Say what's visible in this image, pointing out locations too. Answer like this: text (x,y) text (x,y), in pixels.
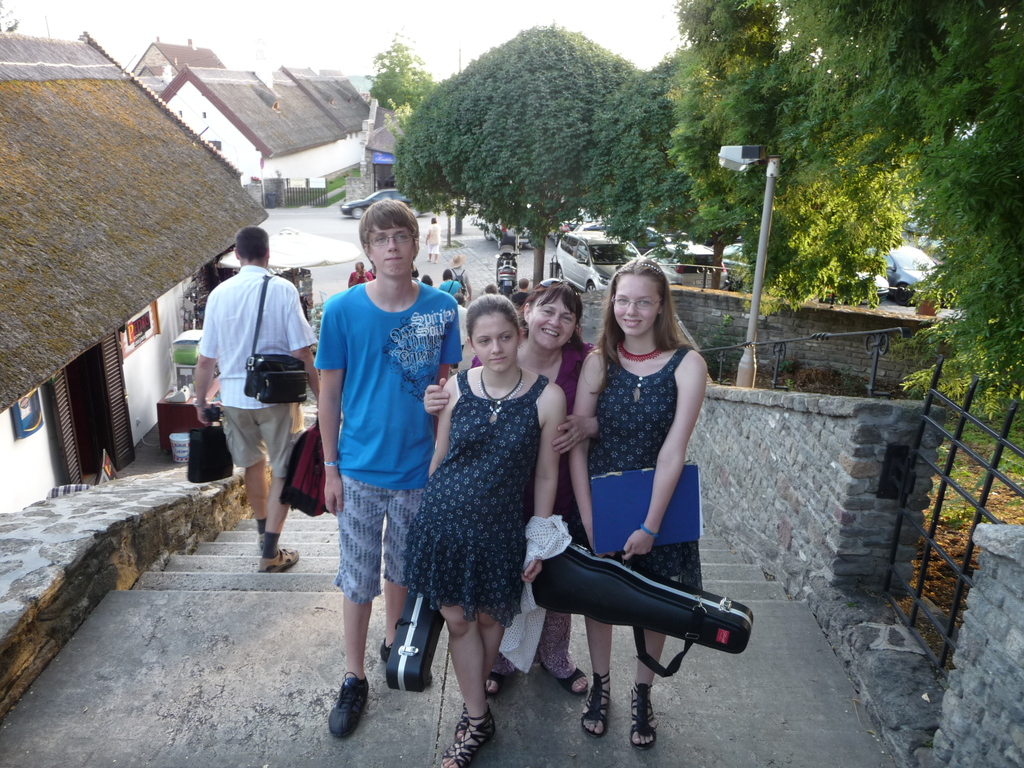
The picture is taken outside a city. In the foreground of the picture (375,449) there are people (334,501) on the staircase (313,563). In the background (504,142) there are trees (404,168), houses (352,160), cars (398,198), motorbike (506,263), street light (771,190) and other objects (261,186). On the right (953,483) there is a wall (797,430) and there is a gate (990,479).
